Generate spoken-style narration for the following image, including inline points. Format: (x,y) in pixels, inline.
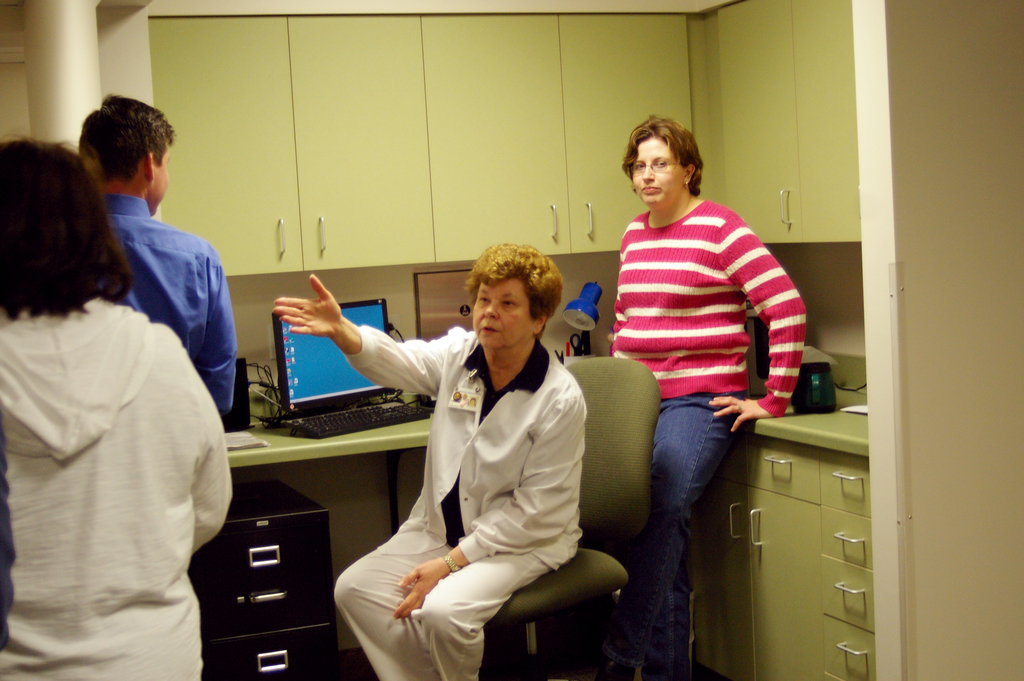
This is a picture inside the room (895,96). There are four persons (554,382) in the image. There are monitor (376,391), speaker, wire (271,381), lamp (595,287) on the desk (286,438). There is a woman (425,362) with white suit (539,460) sitting on the chair (531,592) and she is talking. At the top (419,116) there are cupboards (525,93), at the left (82,34) there is a pillar (94,35).
